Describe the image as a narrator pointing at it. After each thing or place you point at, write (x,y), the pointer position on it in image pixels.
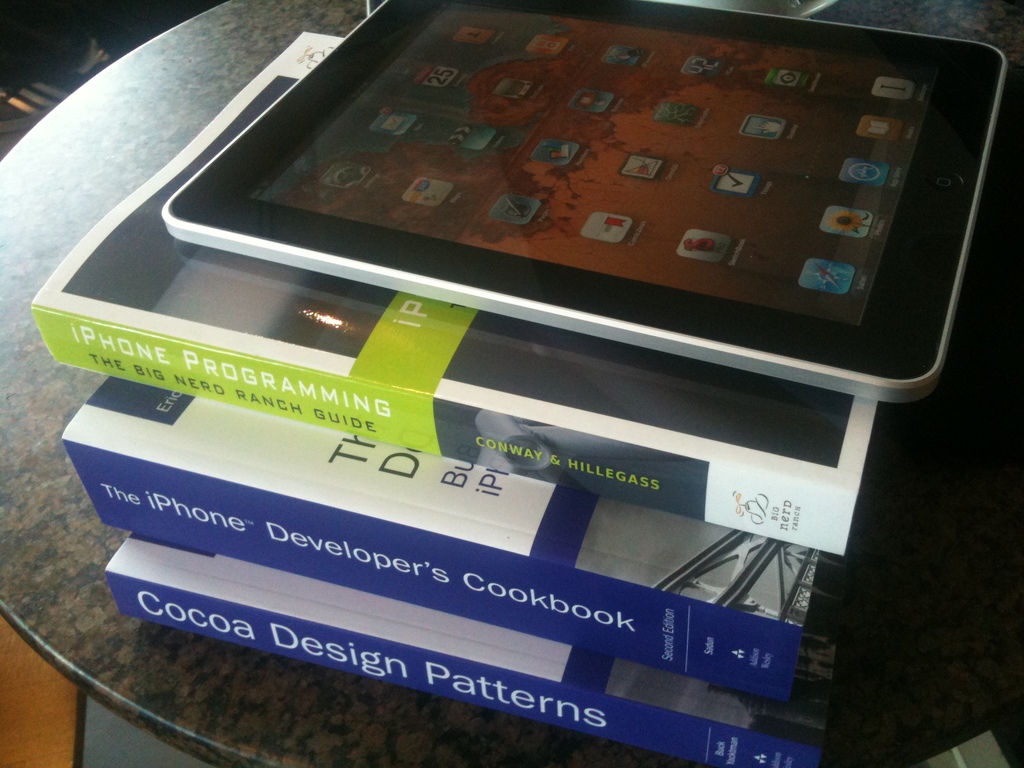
There are three books (315,513) on a surface (925,632). On the top of the books (460,391) there is a tab (522,285).
